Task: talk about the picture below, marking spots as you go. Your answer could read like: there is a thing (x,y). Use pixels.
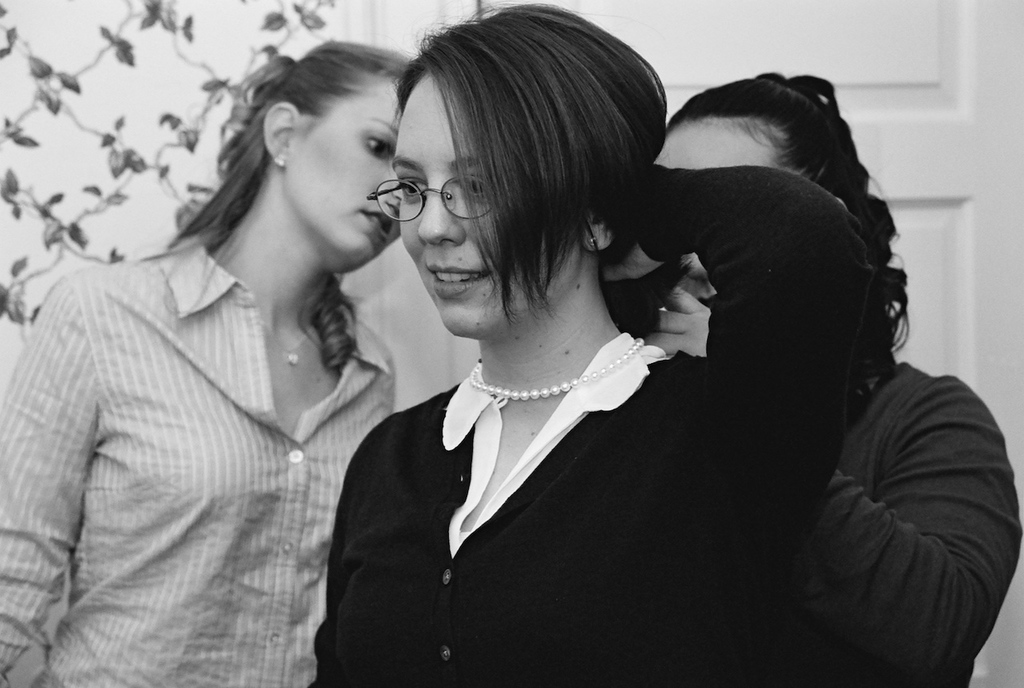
In this picture I can see 2 women (441,252) and a person (894,228) and I see that all 3 of them are standing and I see that this image is of black and white in color.
